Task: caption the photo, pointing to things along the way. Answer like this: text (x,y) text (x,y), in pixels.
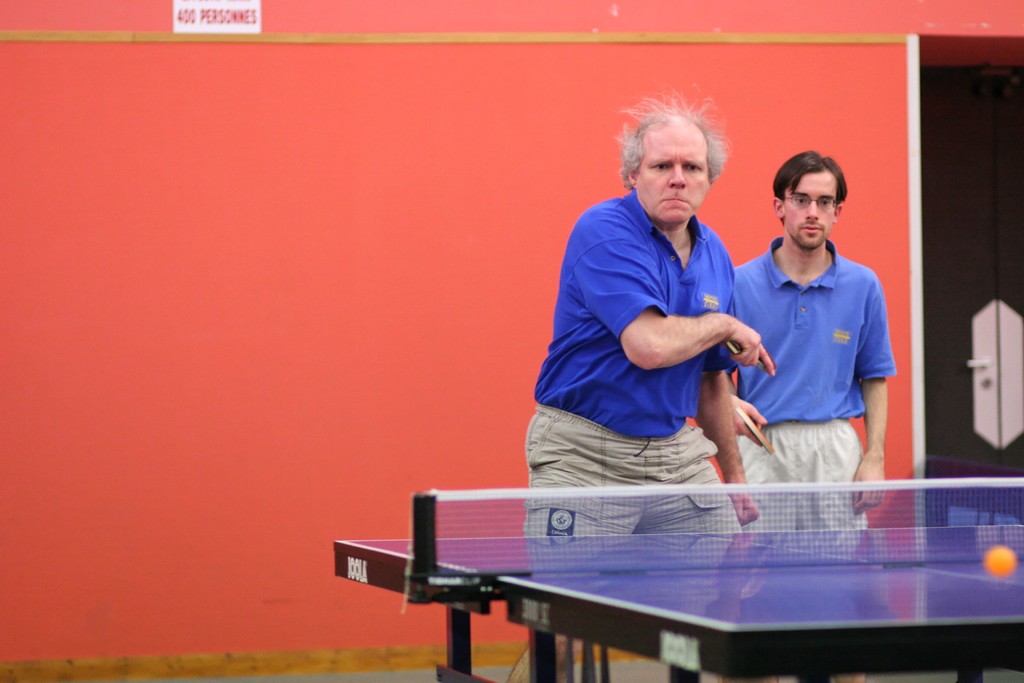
In the background (869,126) we can see the wall (759,150), door (958,279). At the top portion of the picture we can see a board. In this picture we can see the men (617,261) holding rackets (767,436) and they are playing table tennis. On the right side of the picture (1015,588) we can see a table (1006,605), net (975,549) and a ball (1016,566).
